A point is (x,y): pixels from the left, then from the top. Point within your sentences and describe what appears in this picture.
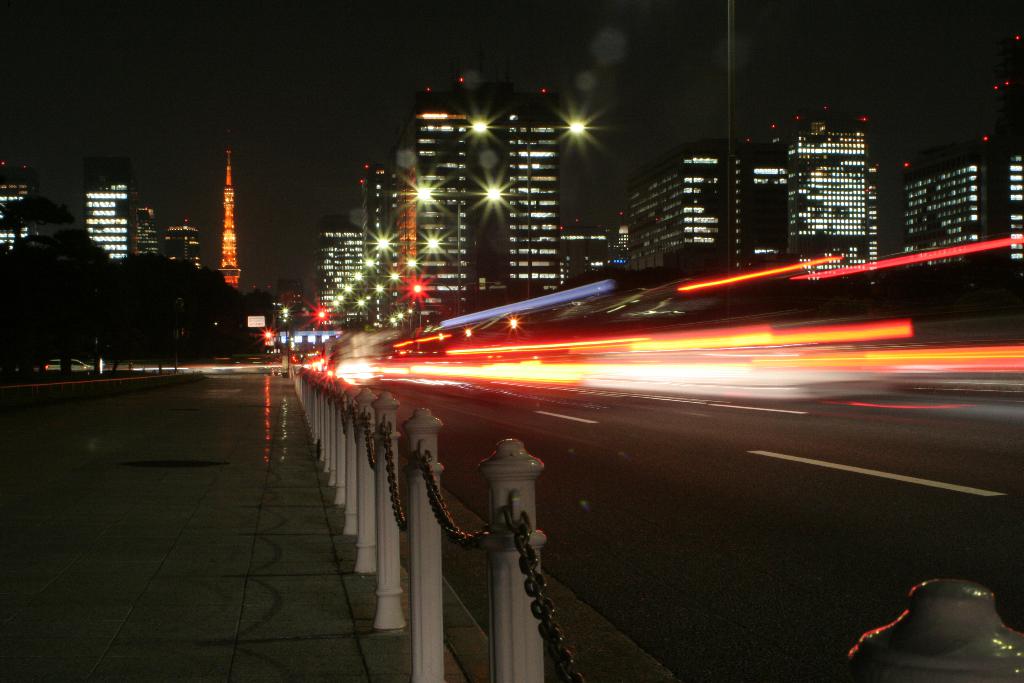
In the picture we can see a night view of the city (628,434) with a road (678,430) and path (2,492) and railing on it with chain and poles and on the road (661,434) we can see some vehicles (642,322), and behind it we can see some buildings (717,265), towers (233,276) with lights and sky (745,124).
